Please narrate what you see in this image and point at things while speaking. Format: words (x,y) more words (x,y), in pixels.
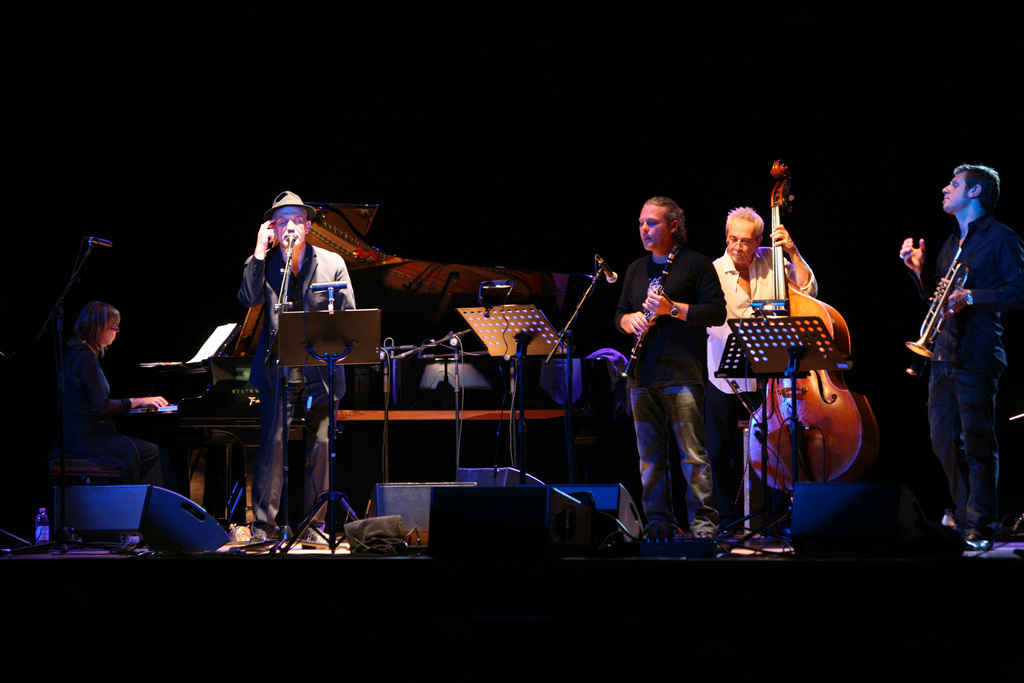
In this image we can see few people (267,430) are playing the musical instruments (360,390), there are stands (325,356), mics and some other objects (601,350) on the stage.
